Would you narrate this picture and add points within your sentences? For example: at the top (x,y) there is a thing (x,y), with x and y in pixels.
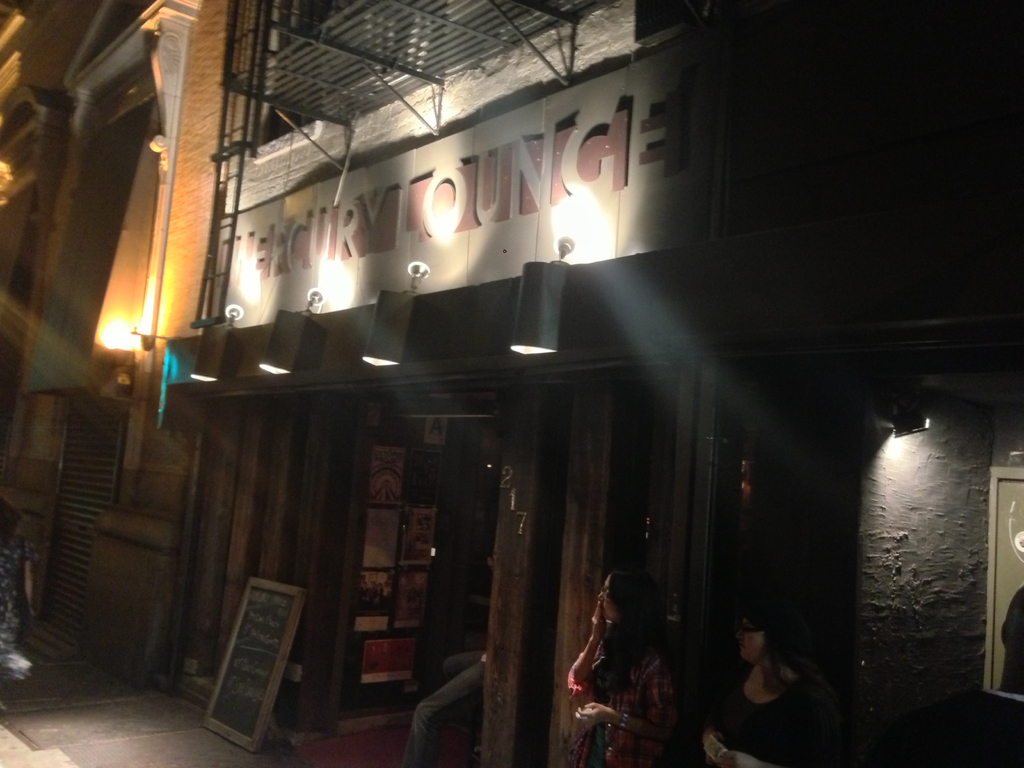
In the center of the image (527,356) we can see the buildings (41,250), poles (294,119), grilles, ladder (238,147), lights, wall (176,211). At the bottom of the image (365,599) we can see the store (376,473), shutter (92,497), pipe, boards (249,626) and some people (633,683). In the bottom left corner (78,746) we can see the ground (64,743).
